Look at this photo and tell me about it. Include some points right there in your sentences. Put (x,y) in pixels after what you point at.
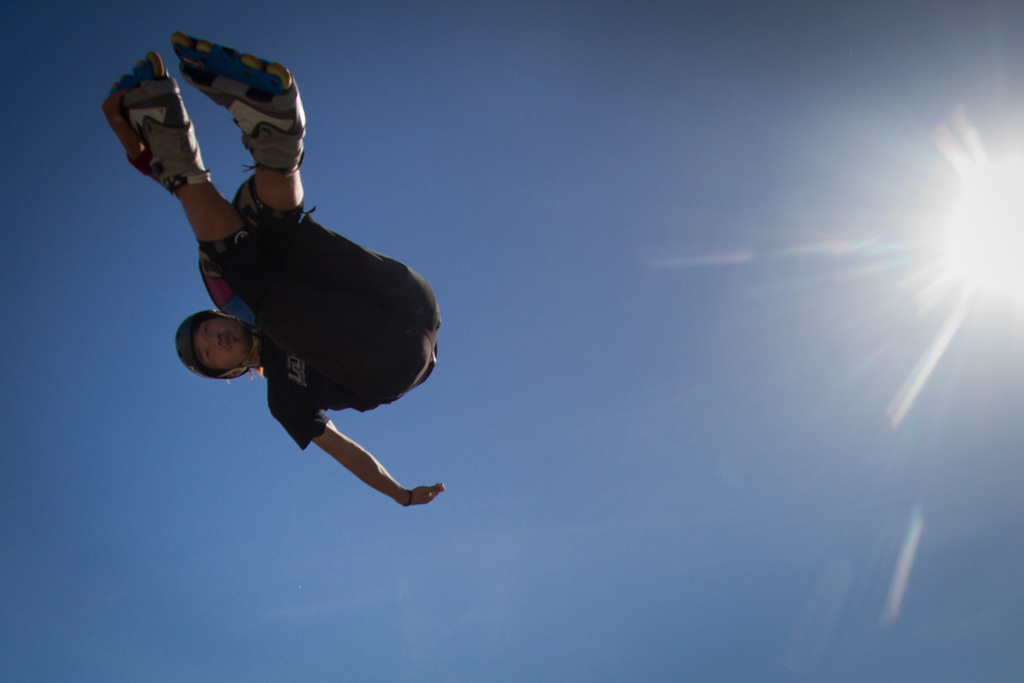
In the image there is a person (262,300) jumping in the sky (542,343), behind him in the background (912,281) there is a bright sunshine (921,276).
